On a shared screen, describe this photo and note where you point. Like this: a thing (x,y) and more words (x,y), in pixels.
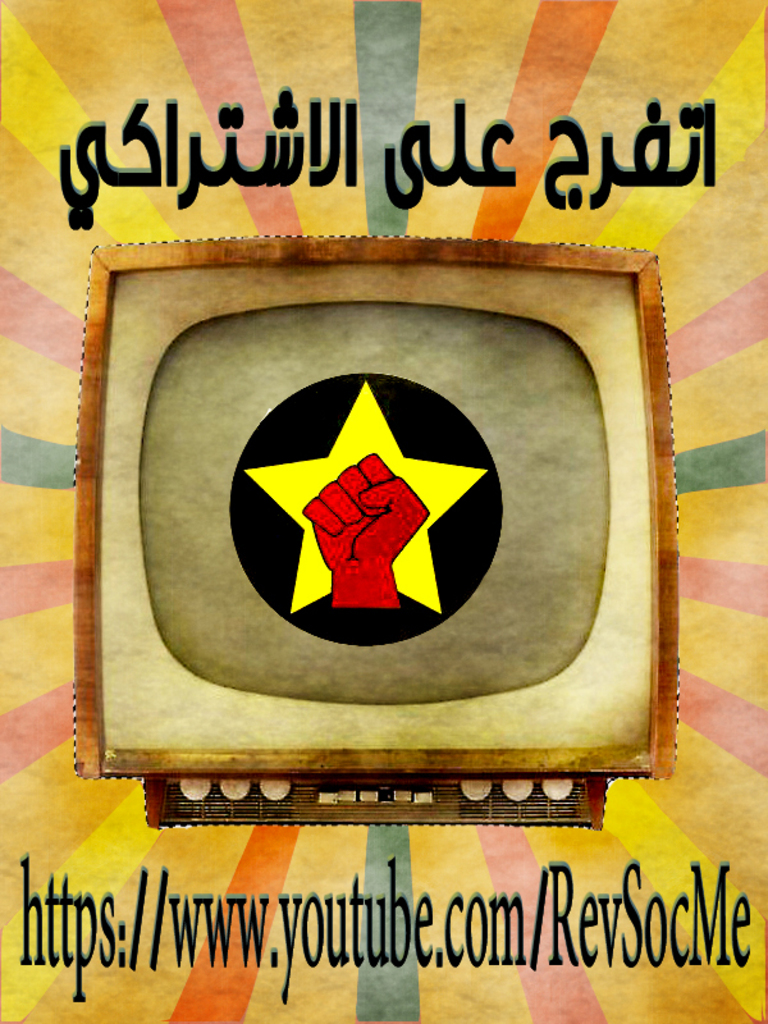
In this image I can see depiction of a television (634,667), few logos (355,454) and I can see something is written at few places. I can also see different colours in background (178,1009).
